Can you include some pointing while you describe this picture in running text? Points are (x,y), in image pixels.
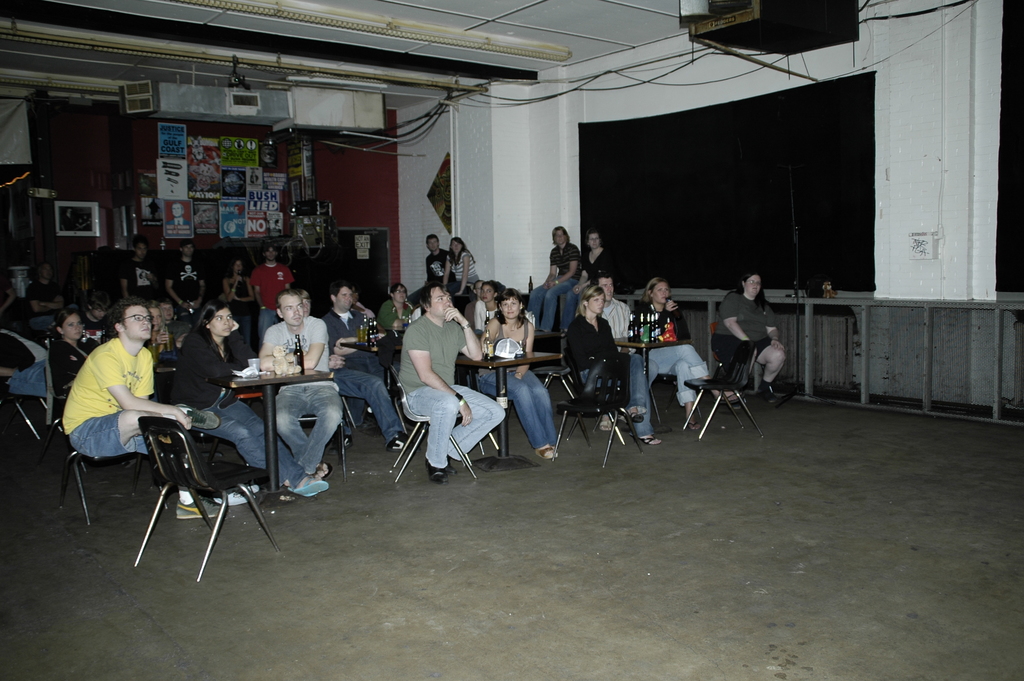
In this picture many people (282,424) are sitting on the chair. in front of them there are table (279,376). On the table (266,376) there are bottles (369,326) and some objects (500,343) are there. In the background (267,212) there are some posters (235,192), boxes (306,227). And on the top (139,108) there are some iron objects (232,91). And beside them there is a black color cloth (764,202).
